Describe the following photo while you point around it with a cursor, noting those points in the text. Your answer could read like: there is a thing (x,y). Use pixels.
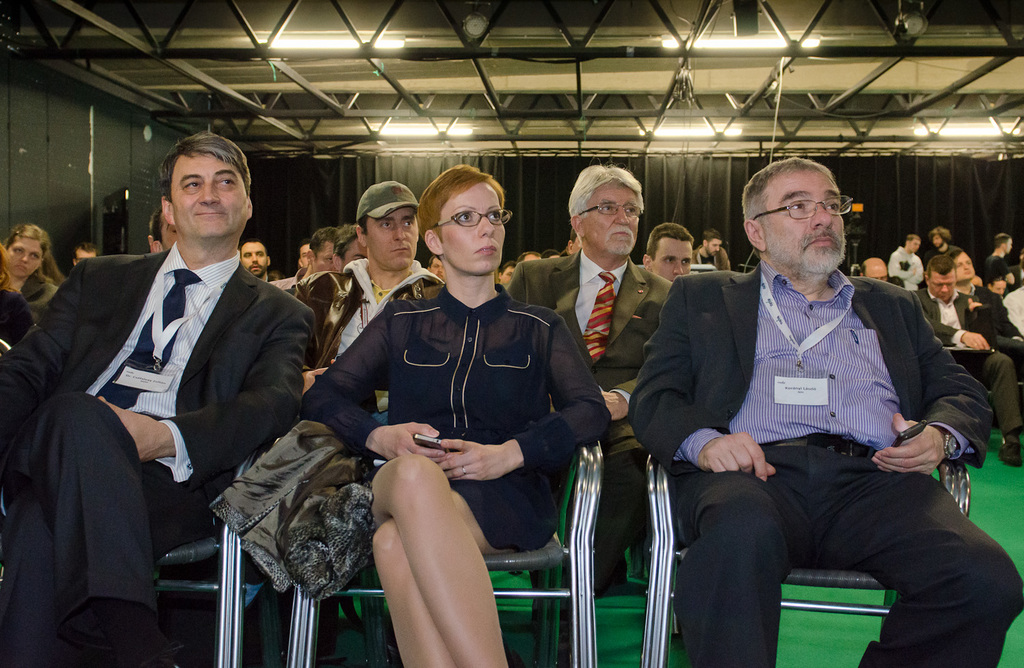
In this picture there are few persons (724,324) sitting in chairs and there are some other objects (587,113) in the background (657,102).
